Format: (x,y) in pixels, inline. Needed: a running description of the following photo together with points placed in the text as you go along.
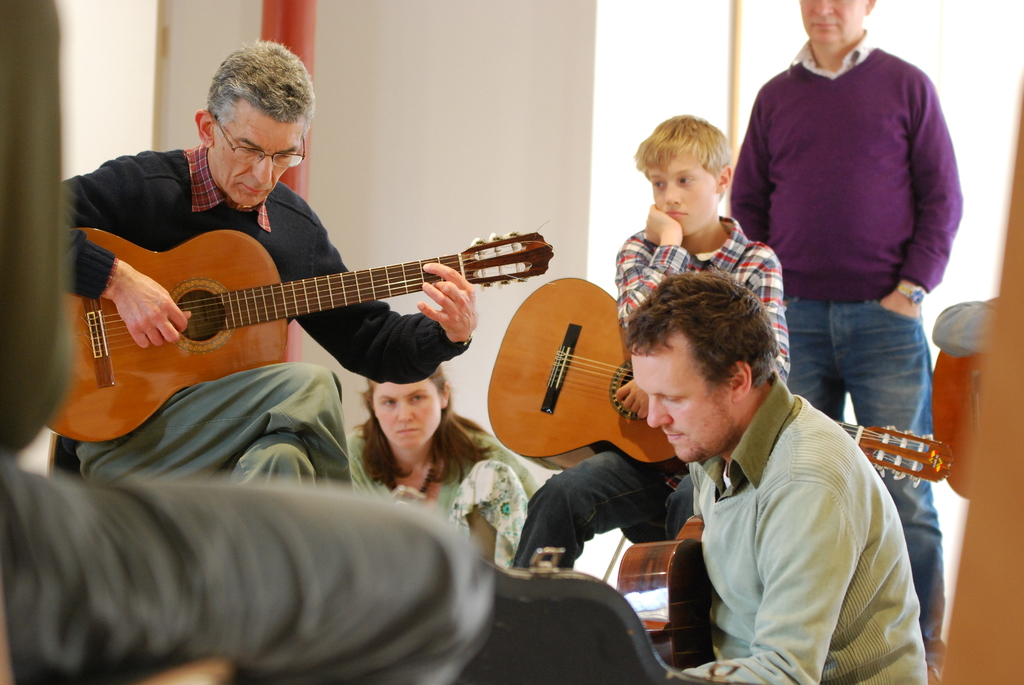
On the left (290,234) a person (274,239) is playing guitar (243,318) behind him there is a woman (420,472) and wall (411,110). On the right (744,252) a person (760,258) is holding guitar (633,415) behind him there is a man (811,196) and in the front (439,621) there are 2 persons (457,606).
